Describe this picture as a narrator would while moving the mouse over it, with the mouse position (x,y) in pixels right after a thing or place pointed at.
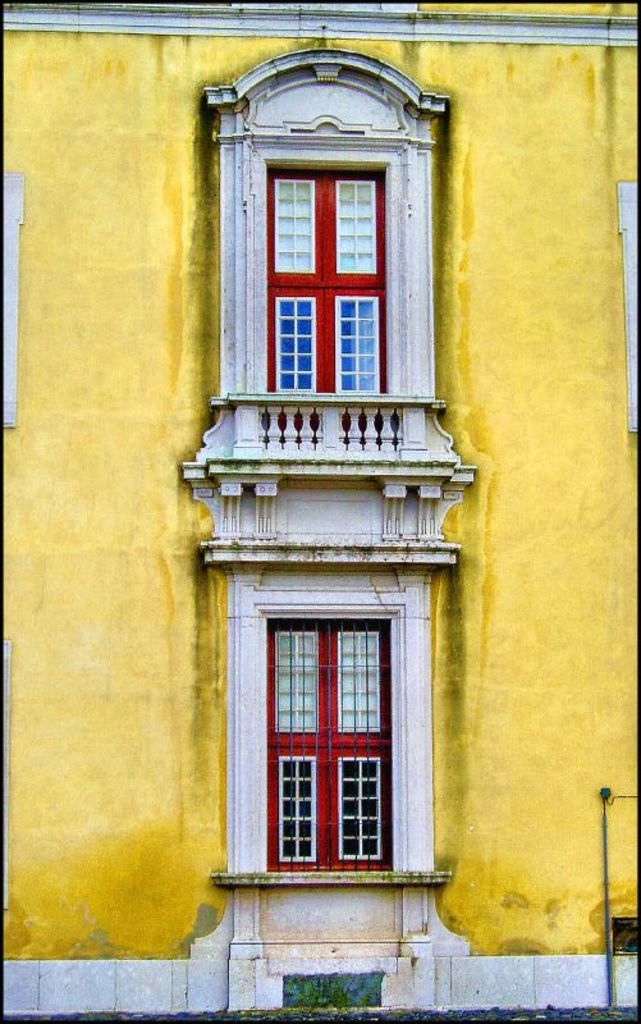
In this picture we can see building (482,750) with yellow colored wall (516,681). And these are the windows (333,288) which are in red color.
